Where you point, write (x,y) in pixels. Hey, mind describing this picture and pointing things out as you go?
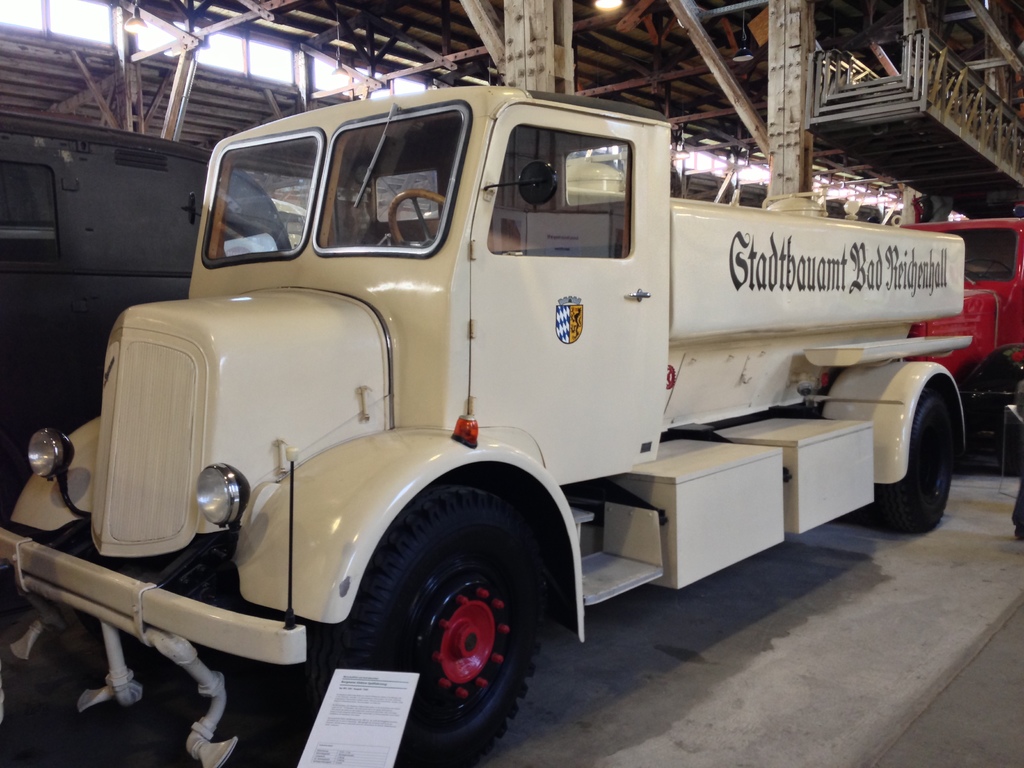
There is a truck (749,406). On the truck (826,322) there is something written. On the door (602,327) there is an emblem (569,330). Also there is a paper (370,710) near to the tire (416,714). In the back (940,97) there are iron rods (526,42) and a bridge (943,81) on the ceiling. On the right side (978,294) there is another truck (999,304). In the back (216,98) there's a wall (212,95). On the left side (115,216) there is another vehicle (91,214).
